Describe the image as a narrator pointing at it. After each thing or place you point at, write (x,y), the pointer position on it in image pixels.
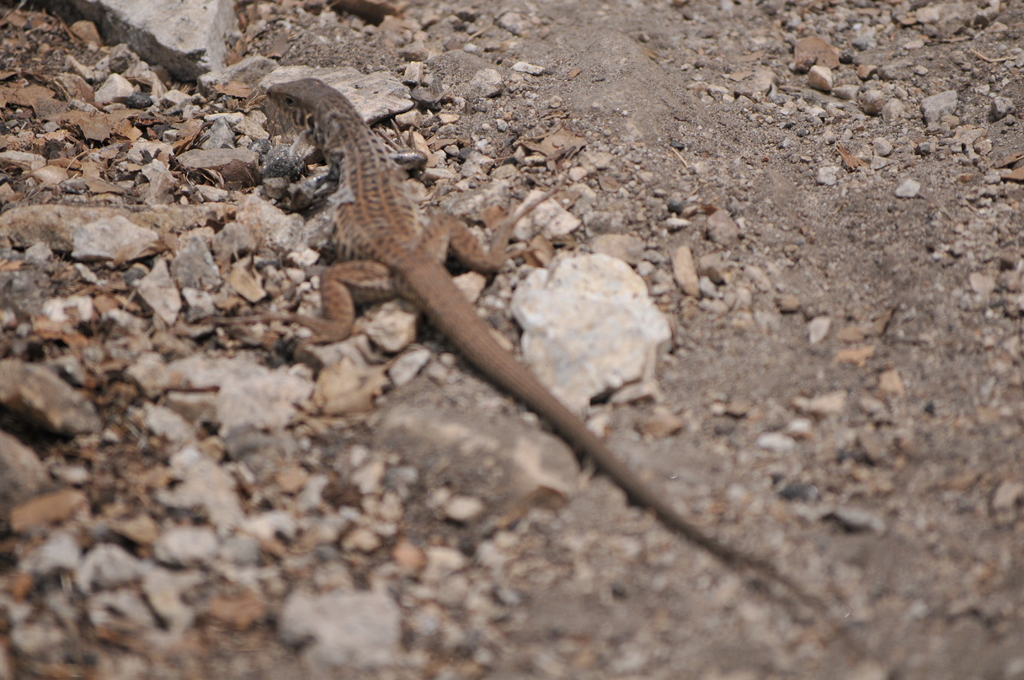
In this image we can see a lizard (547,395) is sitting on the ground (254,432). And we can see dry leaves (52,113) and stones (316,599).
